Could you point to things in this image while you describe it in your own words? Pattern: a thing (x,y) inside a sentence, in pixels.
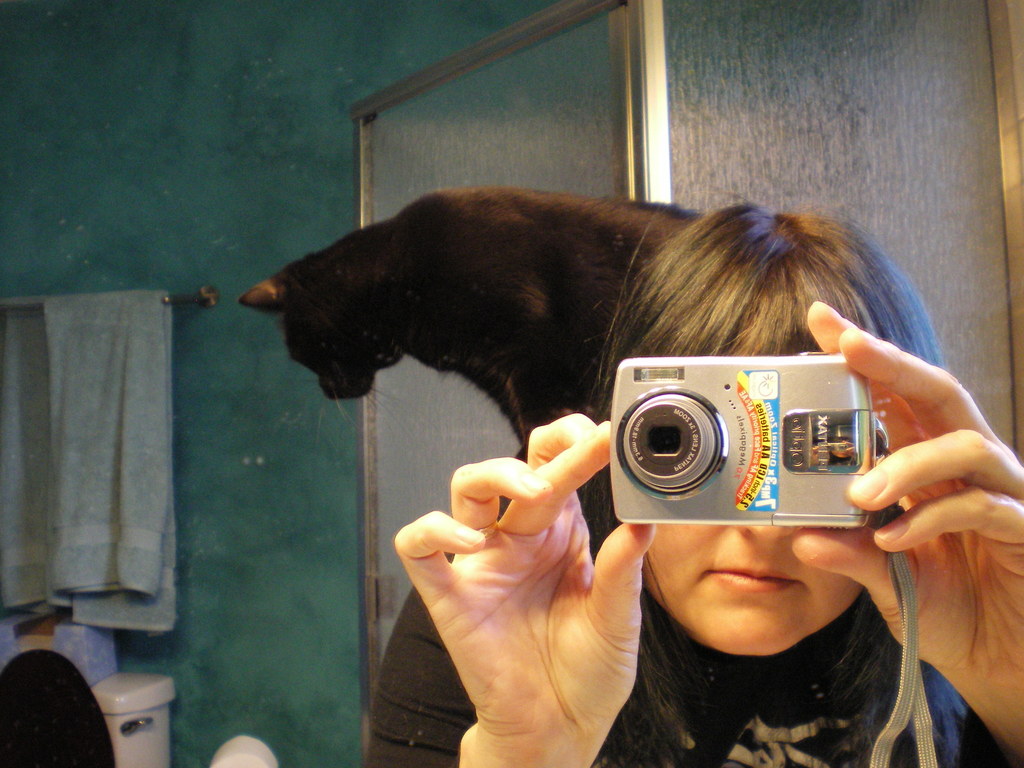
There is a girl (598,586) holding camera (898,575) behind her there is a cat (297,290) and behind her there is a hanger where towel (123,348) is hanging.
